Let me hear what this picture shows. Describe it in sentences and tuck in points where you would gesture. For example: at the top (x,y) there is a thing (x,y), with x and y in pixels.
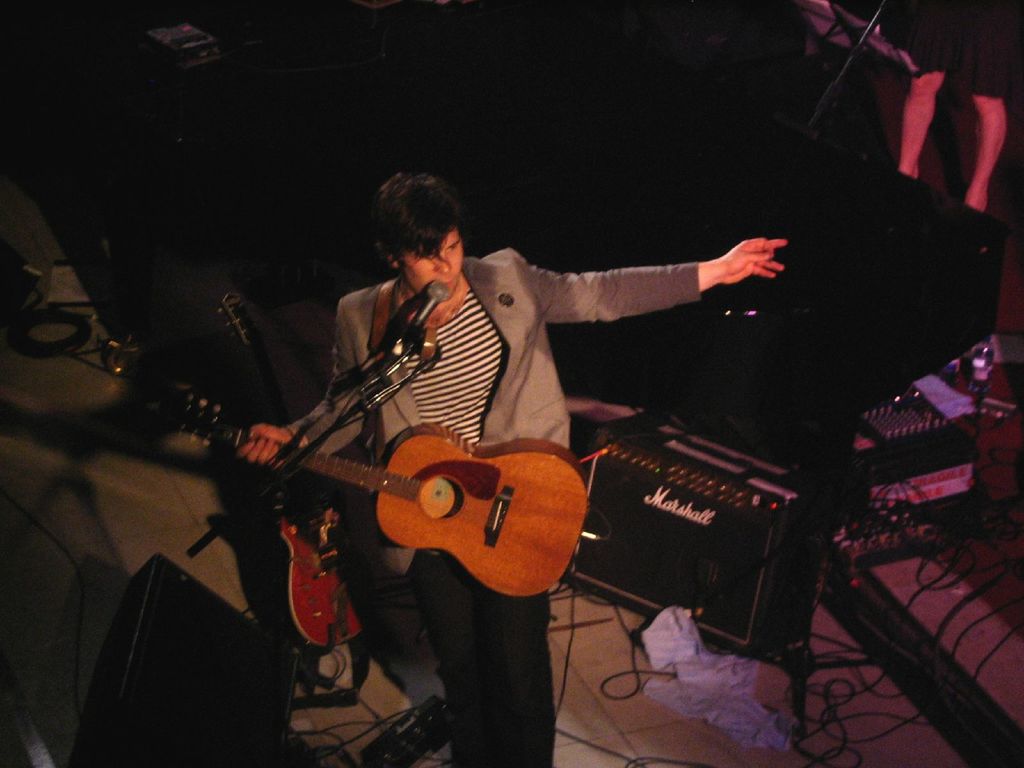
This person (524,315) standing and holding guitar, in front of this person (506,325) we can see microphone (405,345) with stand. We can see guitar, electrical devices (660,515), cables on the floor (835,689). On the background (940,72) we can see person (924,84).
